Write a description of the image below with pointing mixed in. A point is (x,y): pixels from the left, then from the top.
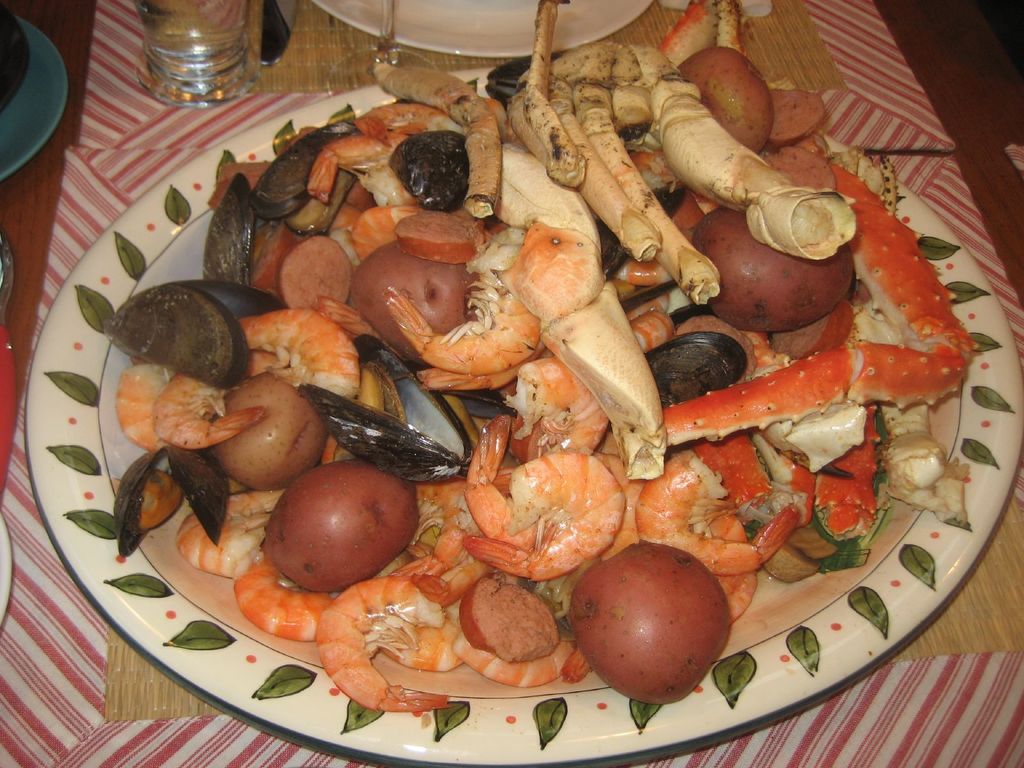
In this image there are few plates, glasses (179,38) are on the table (957,77). Plates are kept on the mat (943,648). On the plate (490,419) there are few potatoes (350,511) and some food (439,479) are on it. Top of the image (439,38) there are two plates (574,16) and two glasses (201,35) are on the table (944,68).
